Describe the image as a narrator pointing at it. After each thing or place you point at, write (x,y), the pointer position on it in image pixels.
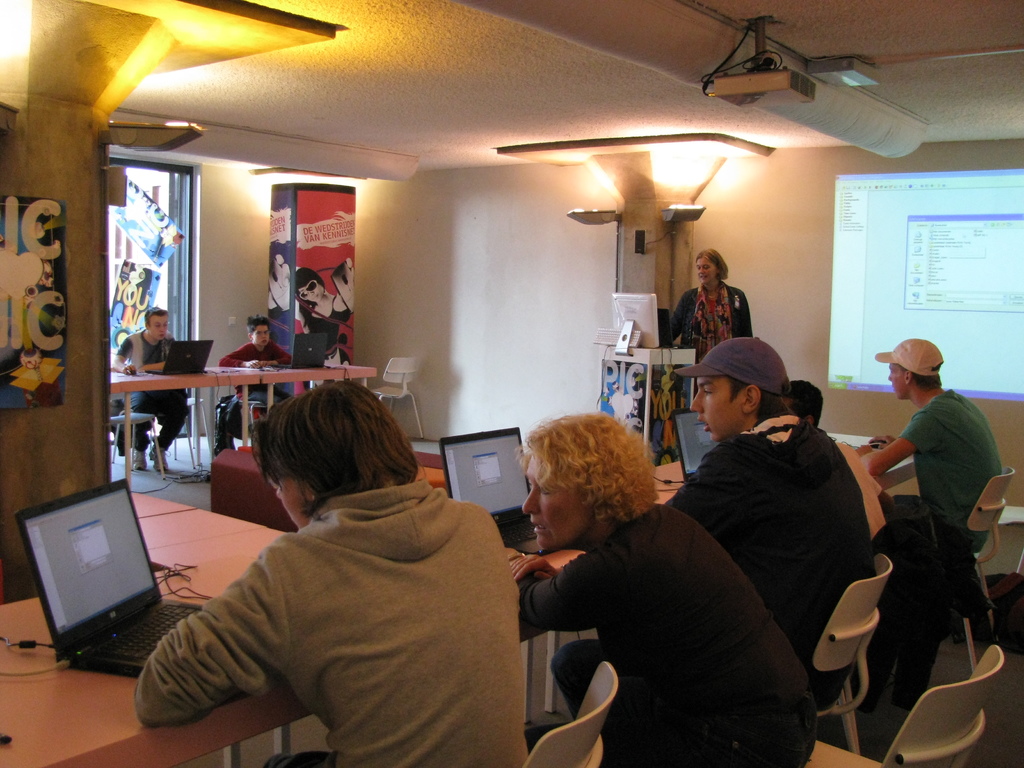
There are group of people (636,531) sitting in chair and there is a table (158,540) in front of them which has laptops (535,545) on it and the women (707,321) is standing and looking into the desktops (663,324) and there is a projected image (911,258) behind her.
